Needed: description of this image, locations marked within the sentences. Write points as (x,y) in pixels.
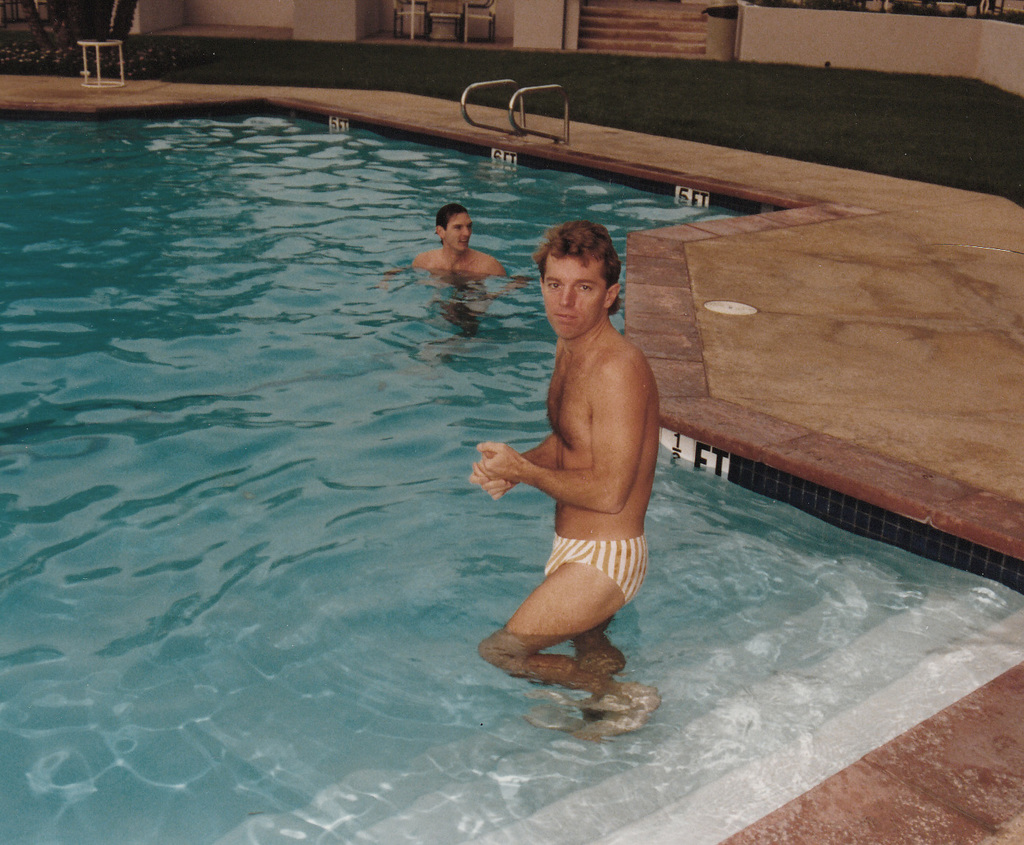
In this image i can a swimming pool (350,461) with two persons (639,484). One standing on the stairs (611,779) and other one is swimming. On the top of the image (864,56) we can see some chairs (464,23) and a wall (345,30).
